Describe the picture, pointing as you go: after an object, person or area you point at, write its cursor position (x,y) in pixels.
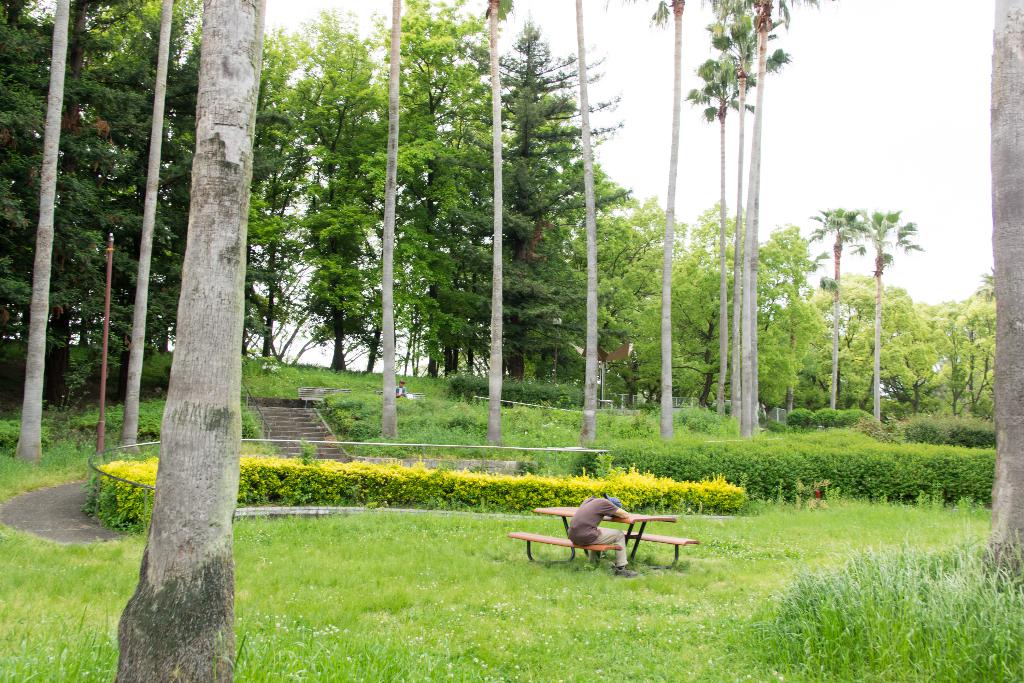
In the picture we can see a garden (401,667) with grass surface (82,610) and plants (978,438), and near it, we can see a bench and a table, on it we can see a person (594,540) sitting and lying and behind we can see some plants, tall trees (151,613) and some other trees (27,258) and in the background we can see a sky (954,202).
